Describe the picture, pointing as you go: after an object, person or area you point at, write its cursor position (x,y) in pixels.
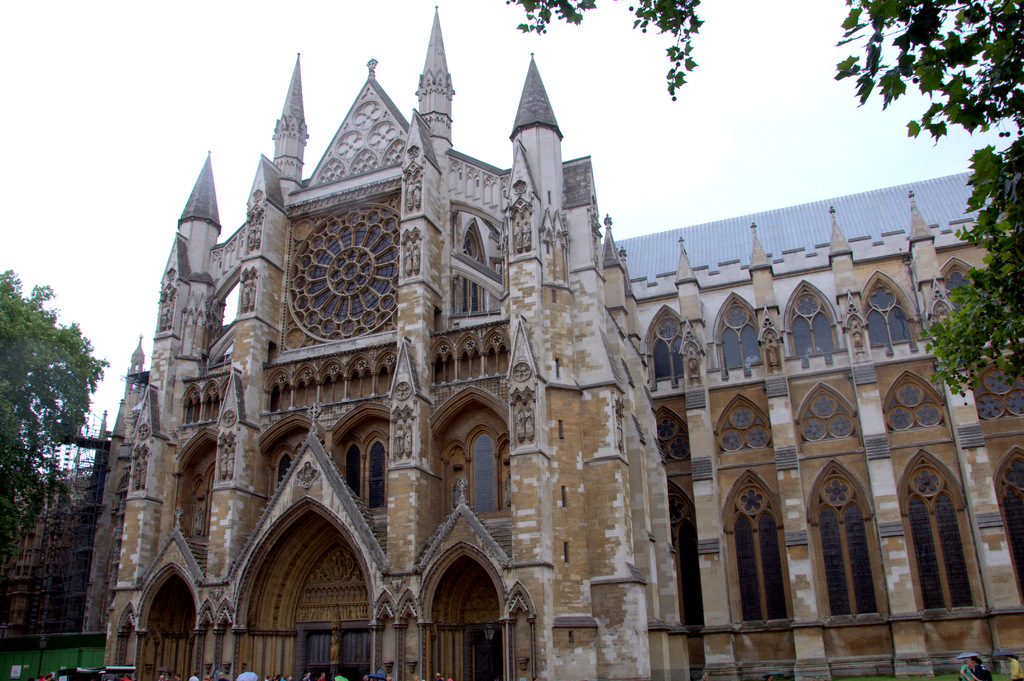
In this image I can see a building (619,538), windows (903,425), trees (23,469) and few people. The sky (609,125) is in white color.
